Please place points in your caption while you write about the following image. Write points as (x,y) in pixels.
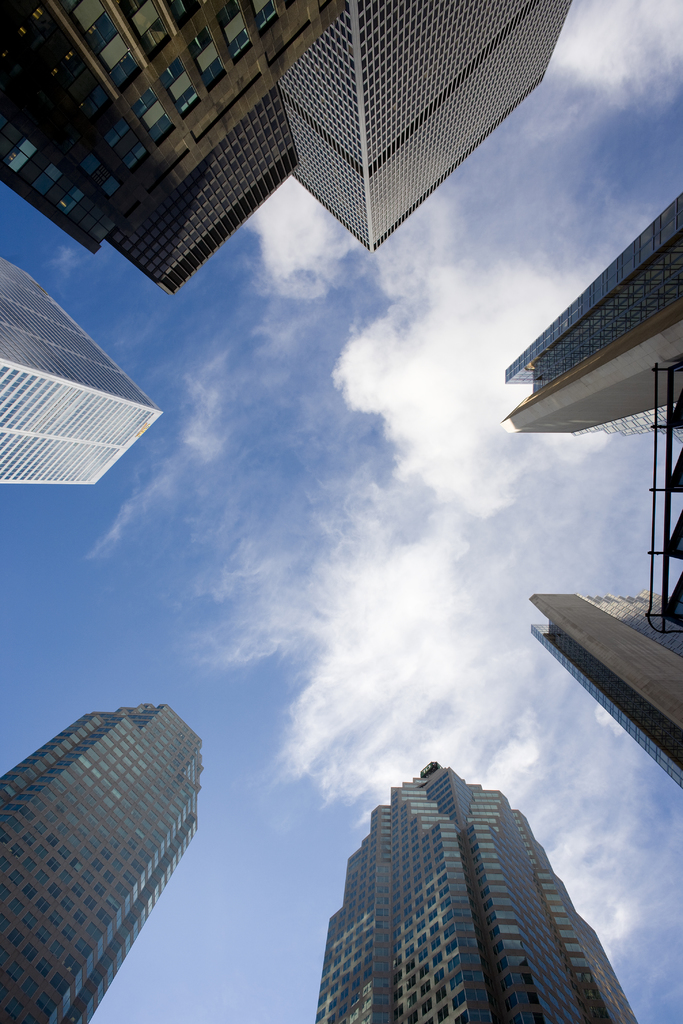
In this picture, we can see a few buildings (376,241), and we can see the sky (449,514) with clouds (456,680).
